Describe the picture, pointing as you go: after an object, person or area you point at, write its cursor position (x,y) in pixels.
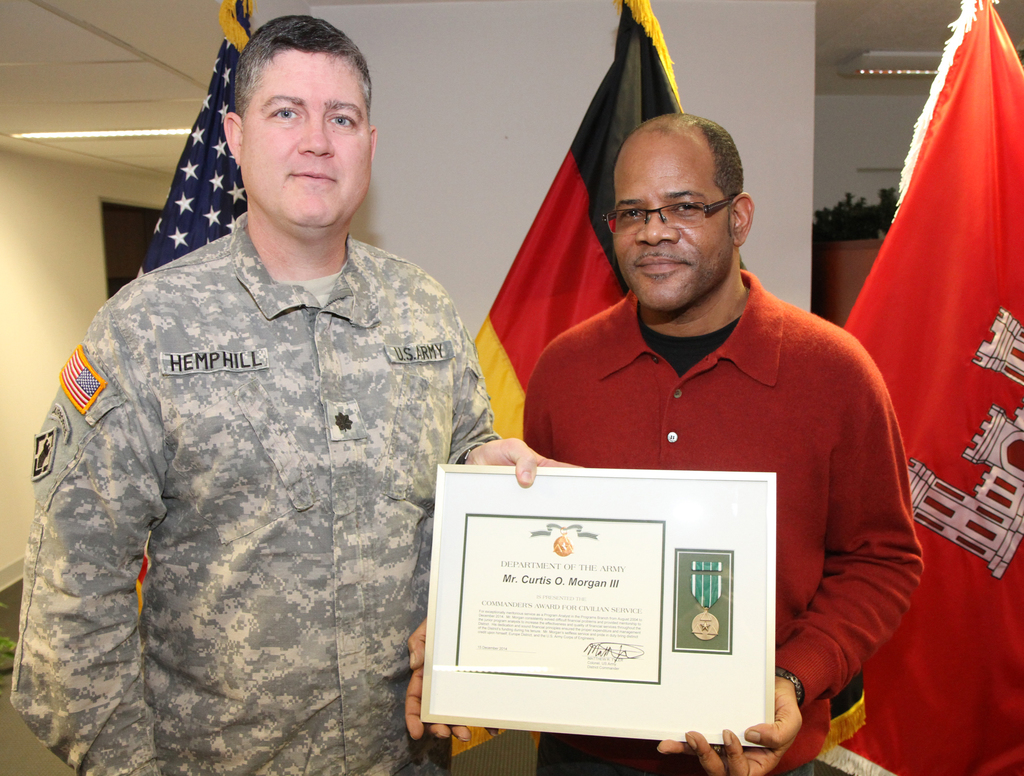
In this image there are two men (277,401) holding a award (448,597) in their hands (719,770), in the background (409,230) there are three flags (926,186) and a wall (777,114).
